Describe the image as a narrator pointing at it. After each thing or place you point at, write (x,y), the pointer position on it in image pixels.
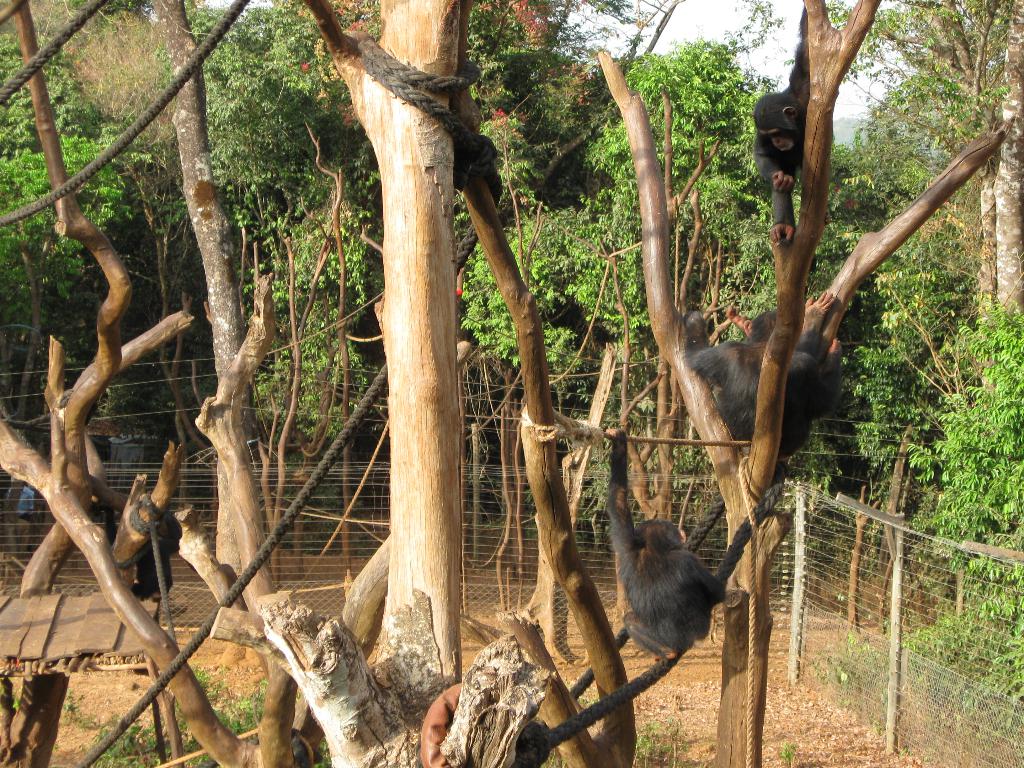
On this tree (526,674) there are monkeys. These are ropes (340,438). Around this tree (485,684) there is a fence (853,535). Background (1000,343) there are trees (701,51).
